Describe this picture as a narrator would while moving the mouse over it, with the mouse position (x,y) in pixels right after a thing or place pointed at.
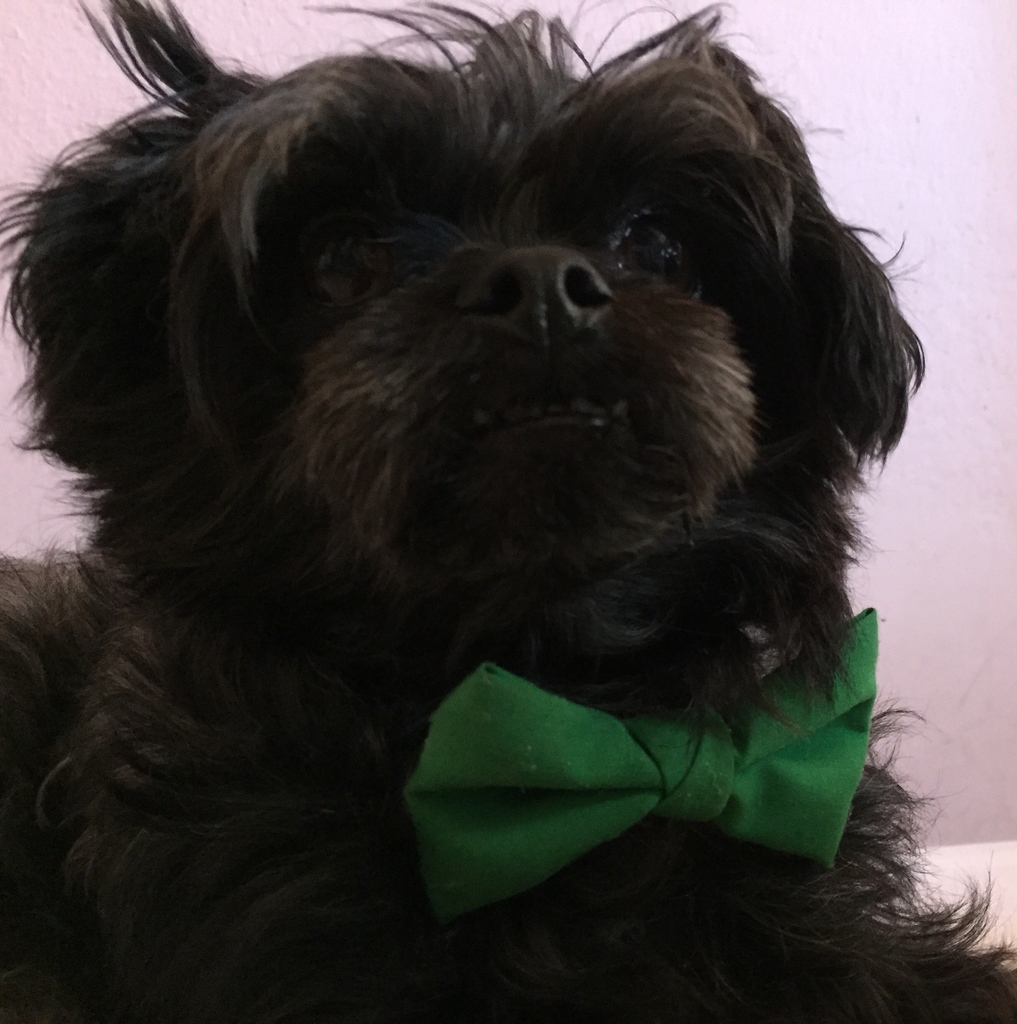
In this image we can see a black color dog (572,473) with a green color bow tie (662,791). In the background (1006,50) we can see the wall (967,804).
